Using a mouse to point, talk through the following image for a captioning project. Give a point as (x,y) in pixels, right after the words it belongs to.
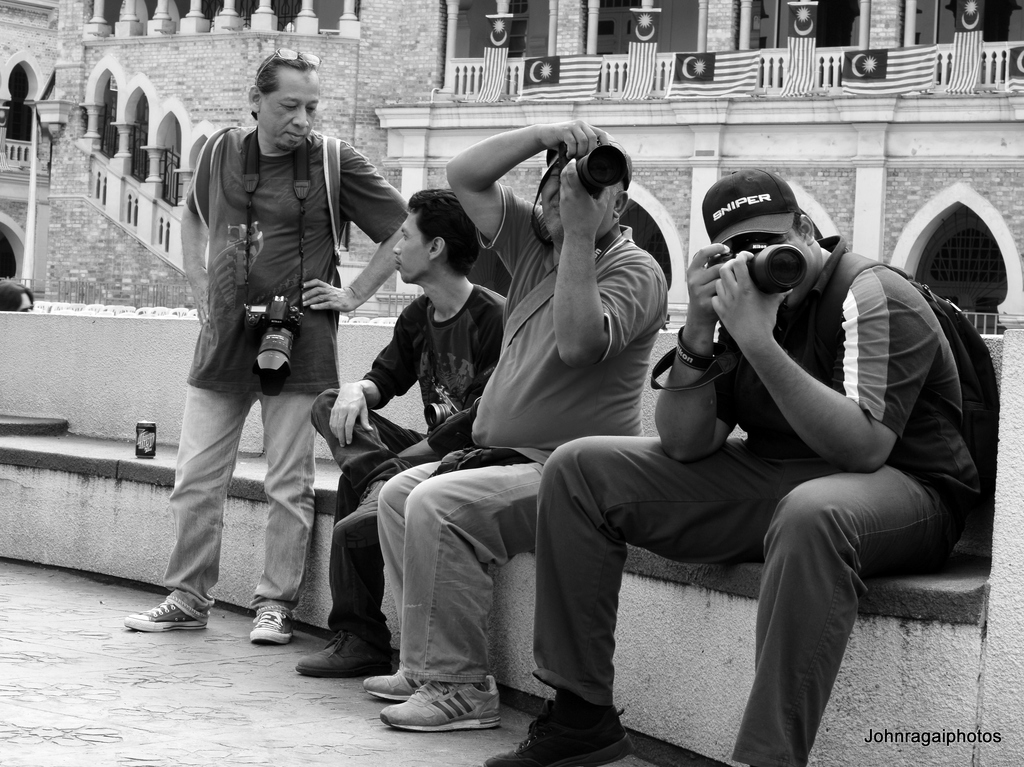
One person (250,386) is standing and three people (478,481) are sitting. Four of them are carrying cameras (274,342), two of them are clicking pictures. Backside of them there is a big building (758,62) and flags (734,74) on it. Beside a person (190,473) a can (146,447) is there. All are wearing shoes (396,721).
